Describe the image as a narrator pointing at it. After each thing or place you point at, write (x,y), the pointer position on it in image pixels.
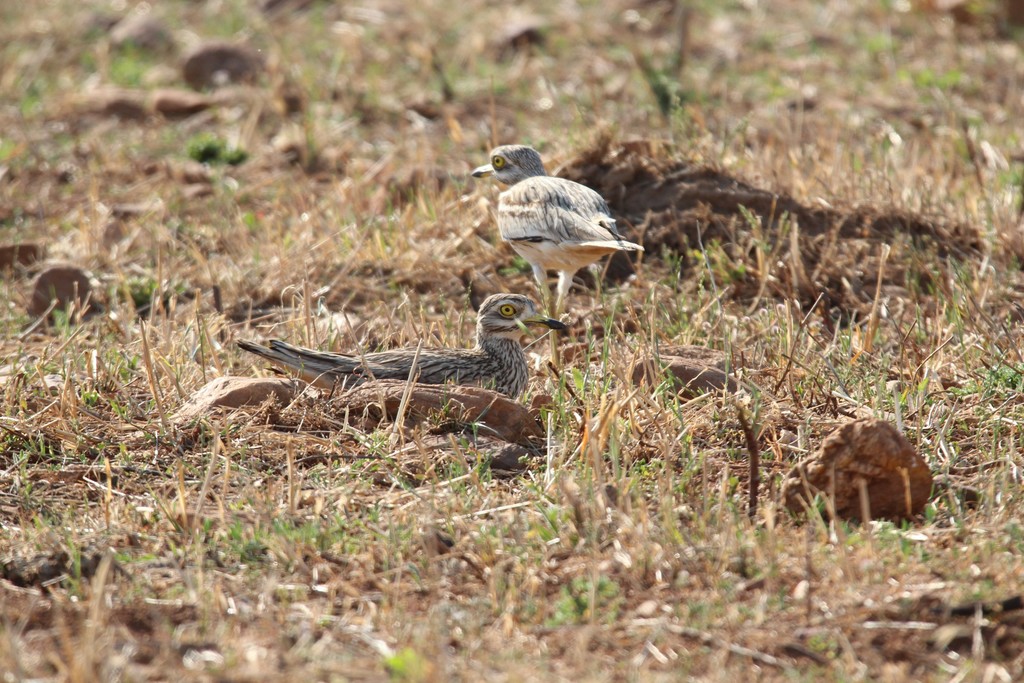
In this picture we can see few birds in the ground (727,406), and also we can see few rocks (699,357) and grass (636,401).
